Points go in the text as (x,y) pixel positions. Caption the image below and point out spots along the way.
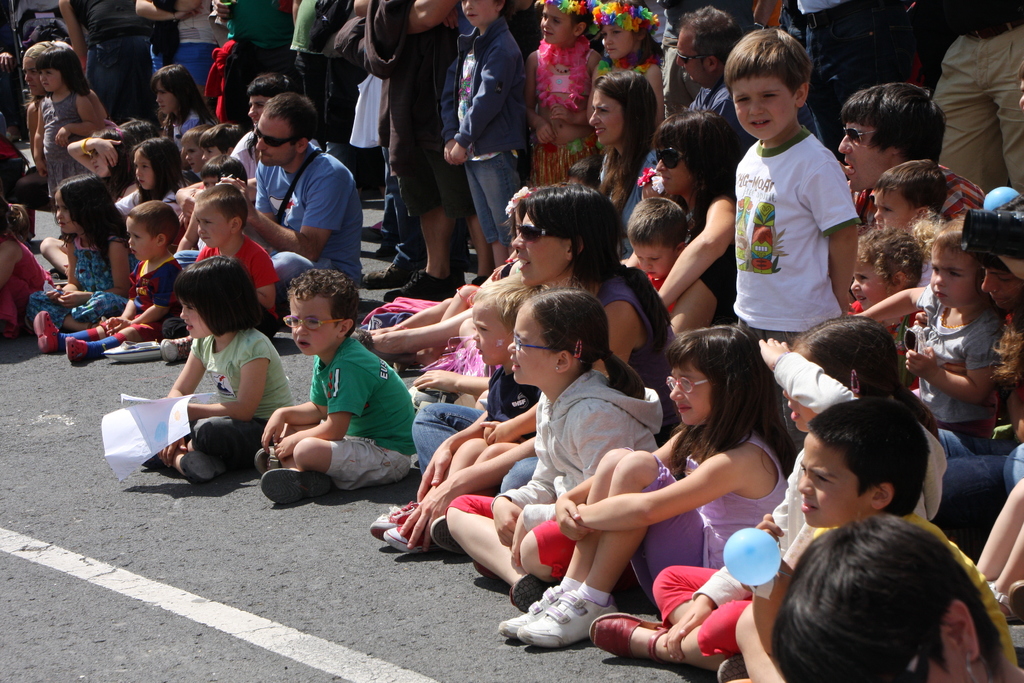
In this picture, we see children (536,427) and people (530,451) are sitting on the road (286,364). The girl (269,380) in green T-shirt (224,352) is holding papers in her hands (169,458). The boy (839,496) in yellow T-shirt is holding a balloon (732,567). The boy (777,212) in white T-shirt (790,239) is standing and he is smiling. In the background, we see children (86,99) are standing. This picture is clicked outside the city and it is a sunny day.
